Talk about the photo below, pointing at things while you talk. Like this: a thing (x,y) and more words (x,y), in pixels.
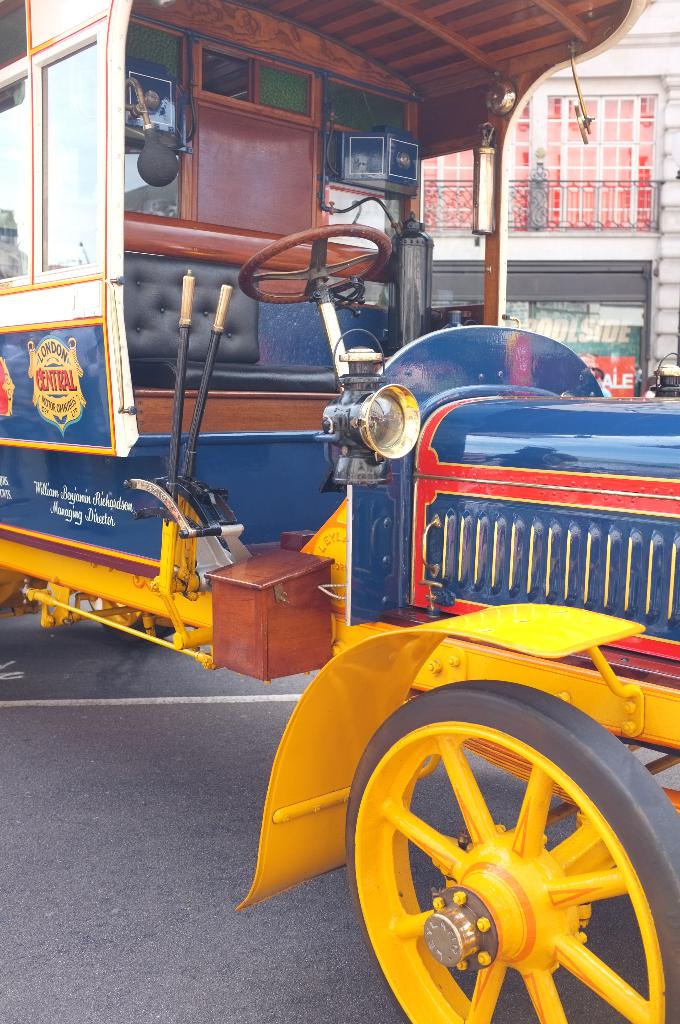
In this image there is a vehicle (306,451) on a road (157,875), in the background (544,179) there is a building (575,176).
